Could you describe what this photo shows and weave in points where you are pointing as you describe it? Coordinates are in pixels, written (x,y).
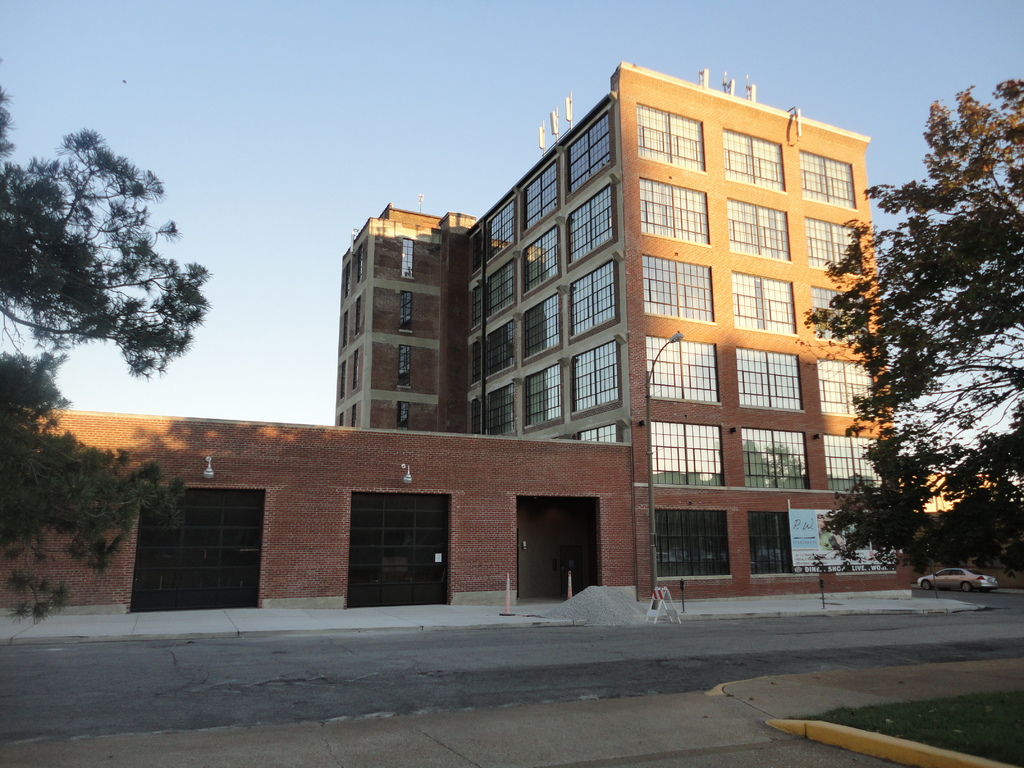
In this picture there are buildings (581,134) on the right side of the image (684,286) and there are trees (885,479) on the right (964,475) and left side of the image (159,483), it seems to be the view of a road (1011,611).
